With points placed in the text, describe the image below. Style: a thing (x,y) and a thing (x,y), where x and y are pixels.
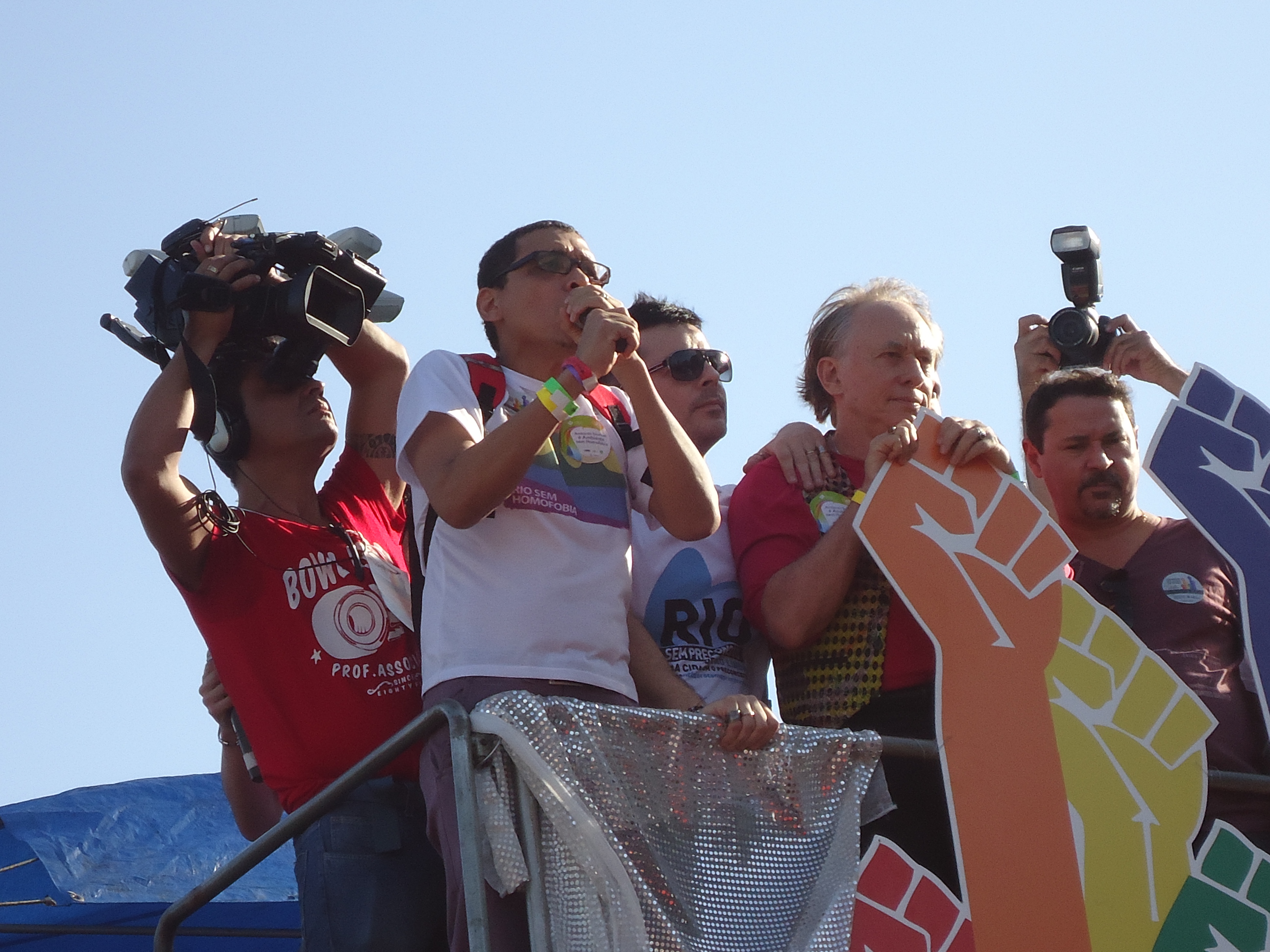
In this image we can see group of people (907,783) standing. One person (520,462) is wearing spectacles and holding microphone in his hand (596,365). One person (315,625) is holding a camera (320,309) in his hand (203,267). In the background (130,870) we can see cloth (621,829) a blue cover (167,858) and sky (514,141).
